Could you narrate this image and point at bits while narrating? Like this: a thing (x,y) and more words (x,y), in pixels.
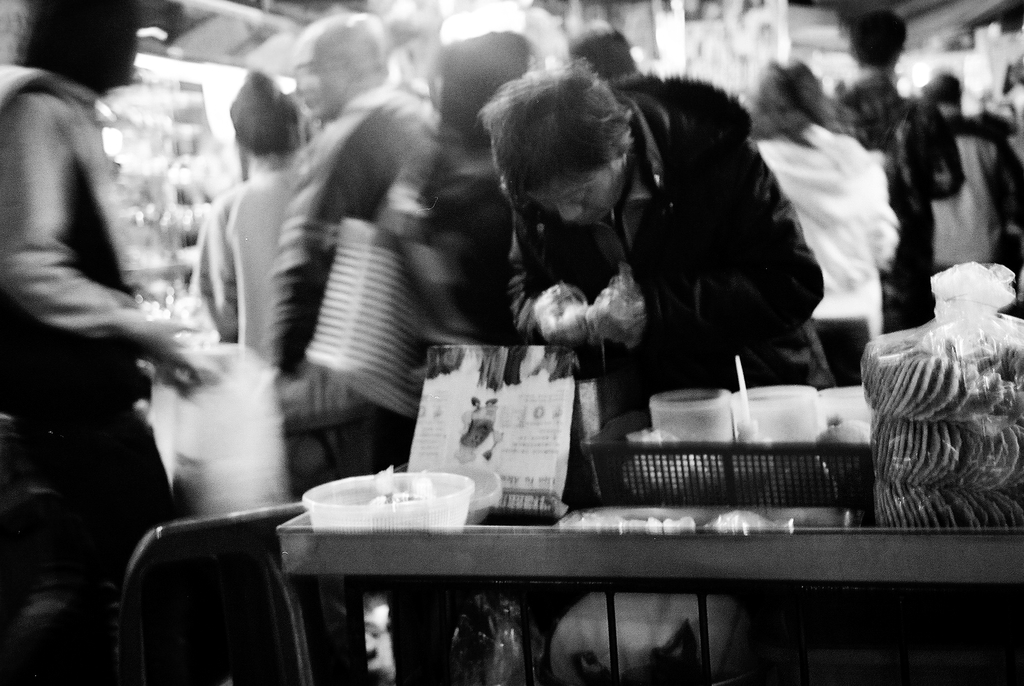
In the picture we can see a man (550,131) standing near the table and checking the items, on the table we can see a basket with cups (714,405), a stand paper (523,414), a bowls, and some cover bag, just beside to him there is another person (38,206) standing and behind there are some people (227,219) standing.
